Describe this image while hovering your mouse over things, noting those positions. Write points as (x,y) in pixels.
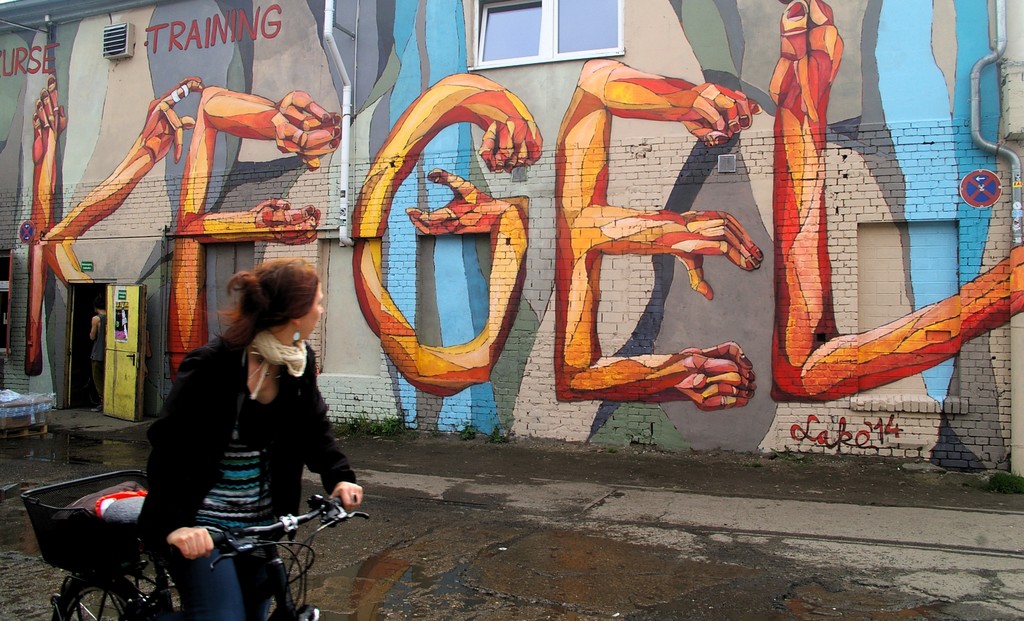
here we see a wall (521,352) with a door (116,405) and a man (100,340) standing and we can see a woman (234,620) riding a bicycle (86,615) By seeing the wall (478,265).
